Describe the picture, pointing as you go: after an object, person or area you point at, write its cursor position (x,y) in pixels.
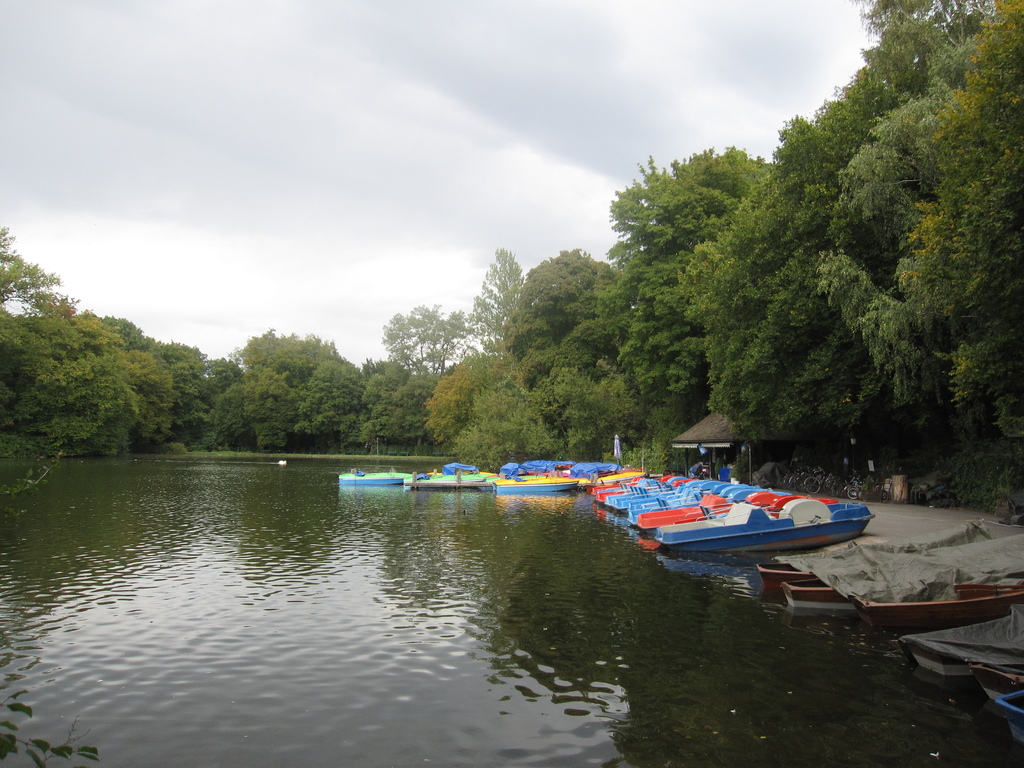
To the bottom of the image (281,573) there is water (442,605). And to the right side of the water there are boats (728,514). And to the right corner of the image (914,506) there is a footpath (963,521) with cycles (854,492) and huts (736,450) with roof (720,427). And in the background (478,337) there are trees (478,337). And to the top of the image (305,110) there is a sky (290,177).
